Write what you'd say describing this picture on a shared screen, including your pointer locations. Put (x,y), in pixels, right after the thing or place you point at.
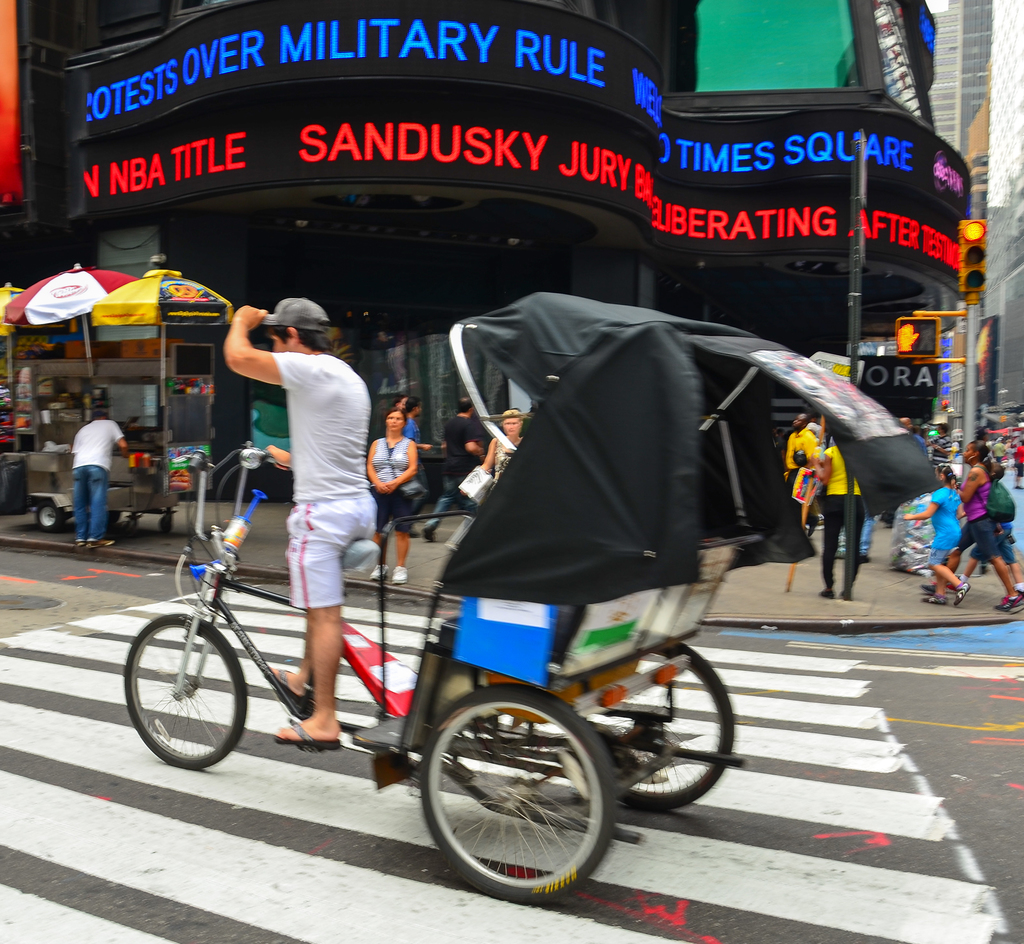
In the picture I can see buildings (513,283), people (444,500) among them some are standing and some are walking on the ground (369,606). I can also see a person (329,684) is standing on a bicycle (406,669). In the background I can see traffic lights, poles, umbrellas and some other objects (131,352).
